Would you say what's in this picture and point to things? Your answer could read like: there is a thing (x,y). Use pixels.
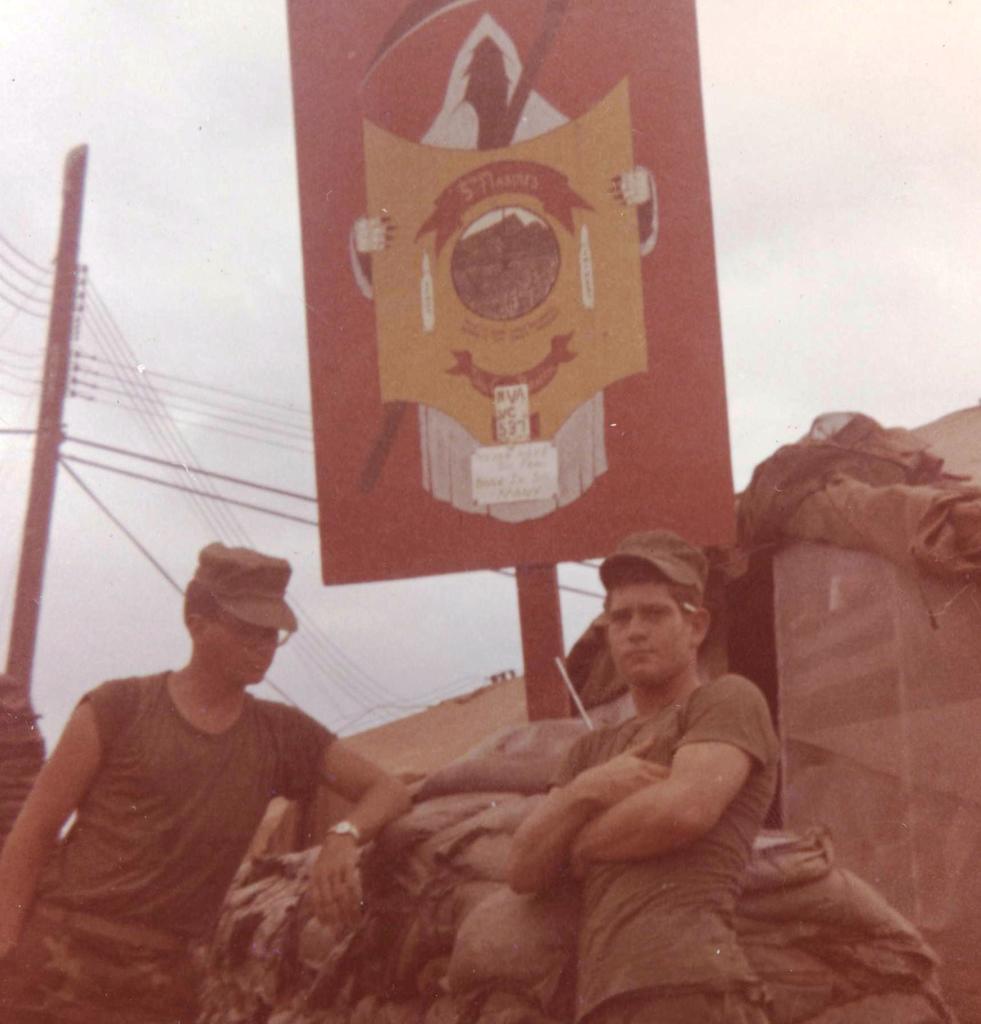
In this picture we can see two men (156,789) wore caps (193,584) and standing, bags (436,848), board (419,180), wires (138,548), pole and in the background (149,486) we can see the sky (749,325).
